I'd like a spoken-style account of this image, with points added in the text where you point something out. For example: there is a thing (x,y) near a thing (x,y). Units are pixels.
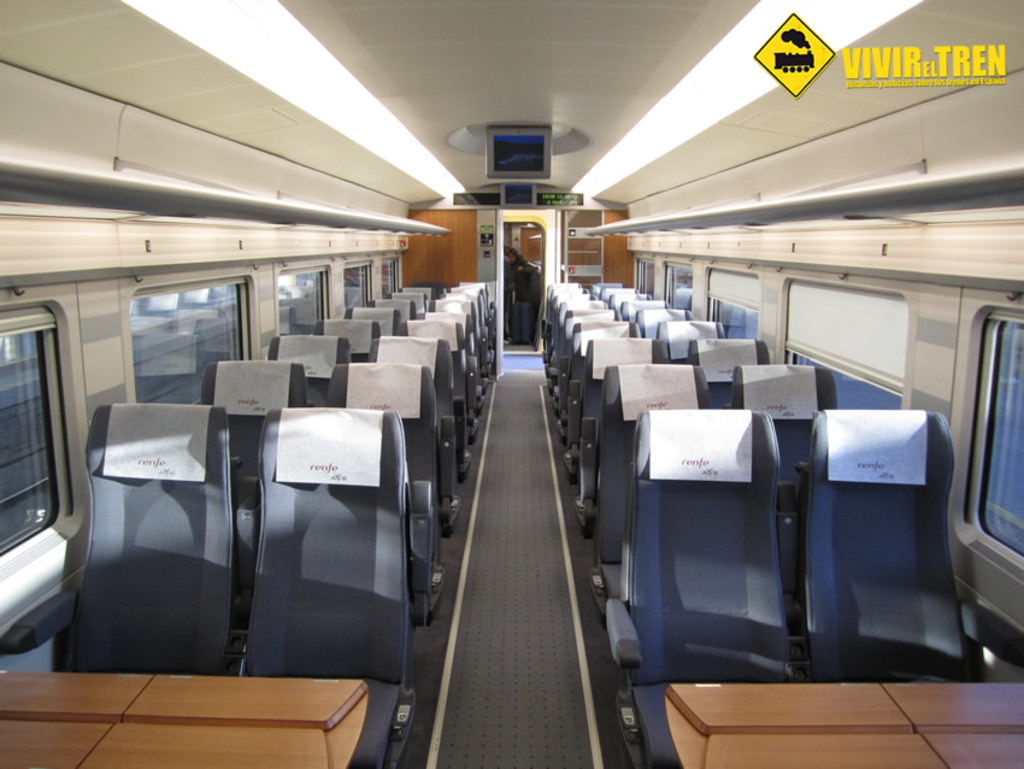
In this image we can see an interior view of a vehicle (506,526) with seats (596,507) and tables (787,730), a screen (506,167) on the top (518,142) and a person (524,265).
